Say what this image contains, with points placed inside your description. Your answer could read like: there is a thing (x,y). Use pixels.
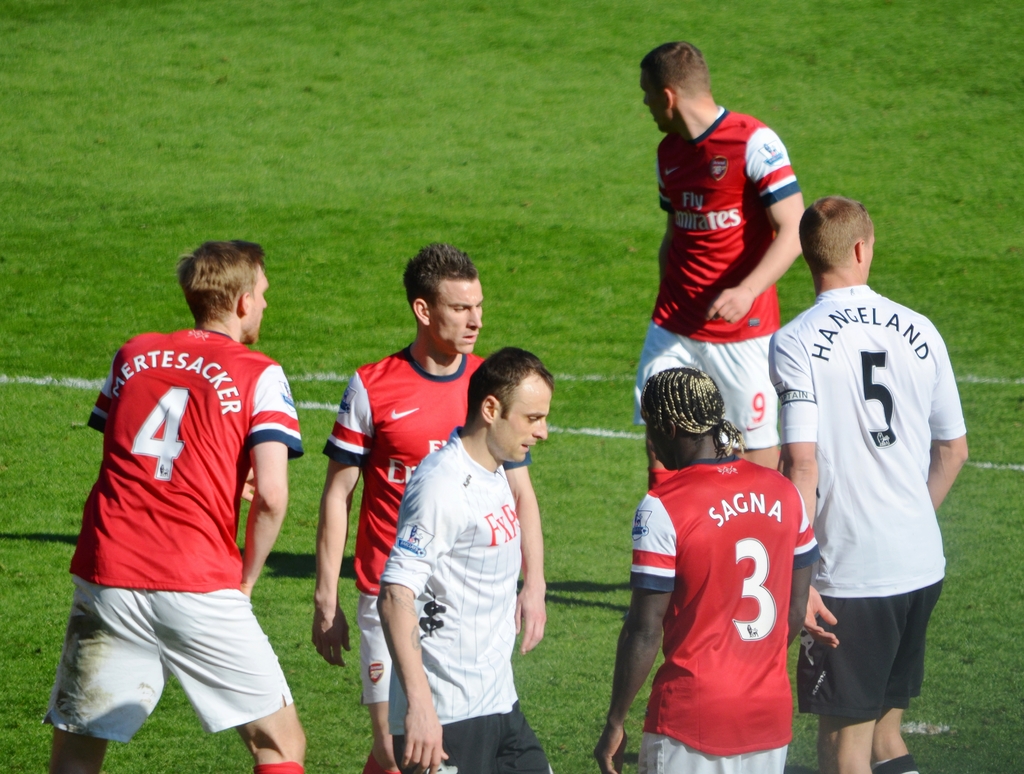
This picture describes about group of people (743,359), few people (734,490) wore red color t-shirts (731,519), and they are standing on the grass (550,289).
